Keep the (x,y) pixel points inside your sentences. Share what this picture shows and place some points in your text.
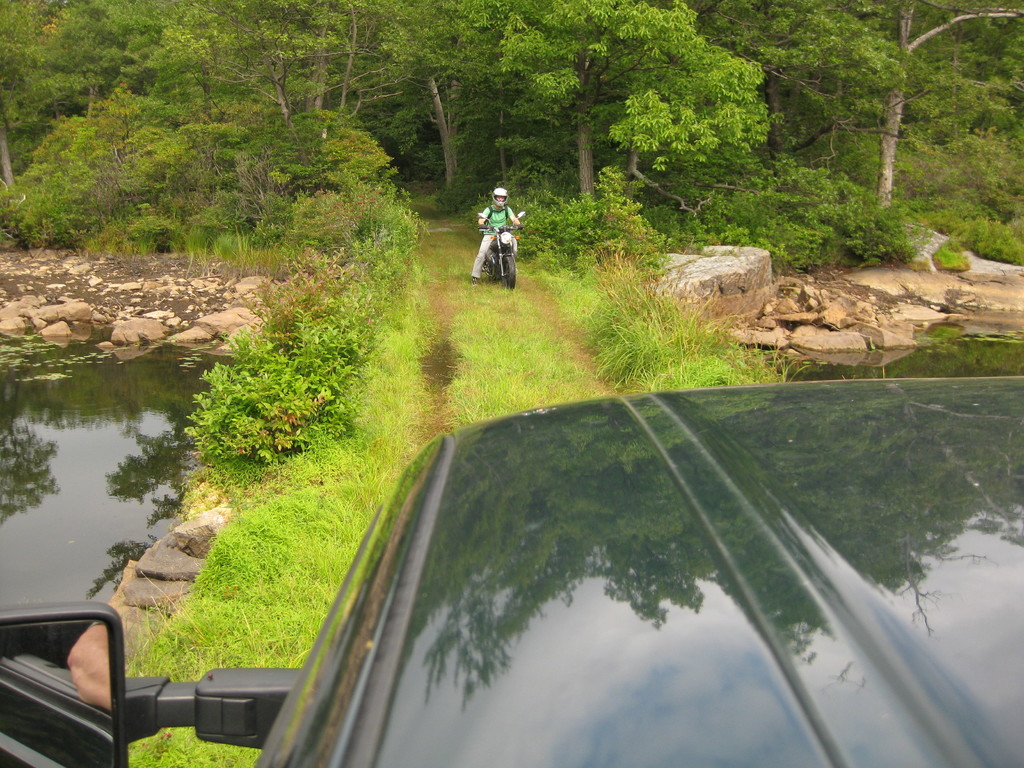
In this picture there is a person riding motorbike (512,272). In the foreground (453,659) there is a car (958,440). At the back (180,153) there are trees (594,94) and plants (171,205). At the bottom (50,514) there is water (98,469) and there are stones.
